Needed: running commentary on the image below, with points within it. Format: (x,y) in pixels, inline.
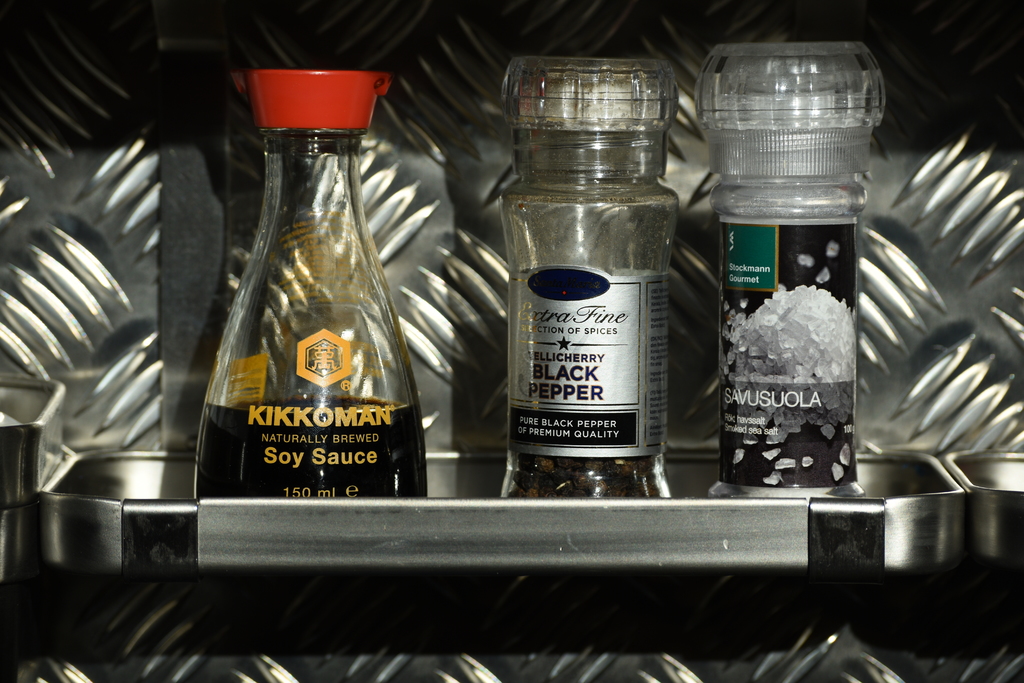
In this image i can see three bottles (635,337) in a steel rack (801,510) and there is something written on a label (542,360).
